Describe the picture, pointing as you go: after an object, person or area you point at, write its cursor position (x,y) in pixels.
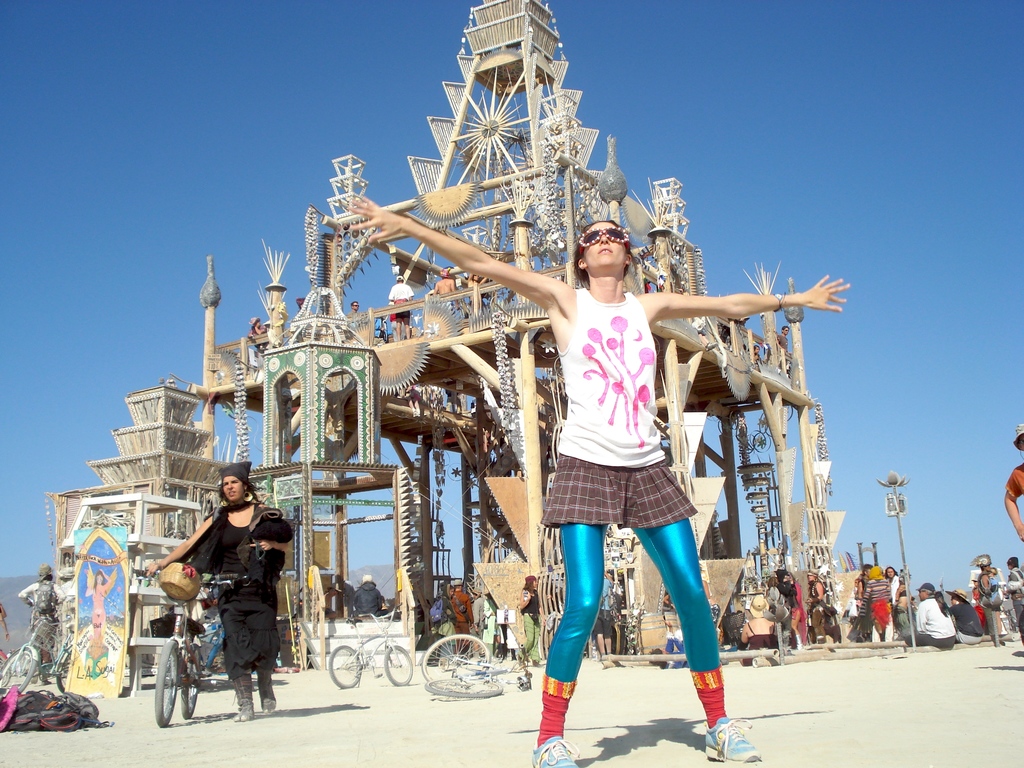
In this picture we can see a group of people (1010,586) where some are standing and some are sitting on the ground (936,665), bicycles (188,707), bags (21,706), pole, architecture (202,485), poster (103,590) and some objects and in the background (861,515) we can see the sky (364,44).
